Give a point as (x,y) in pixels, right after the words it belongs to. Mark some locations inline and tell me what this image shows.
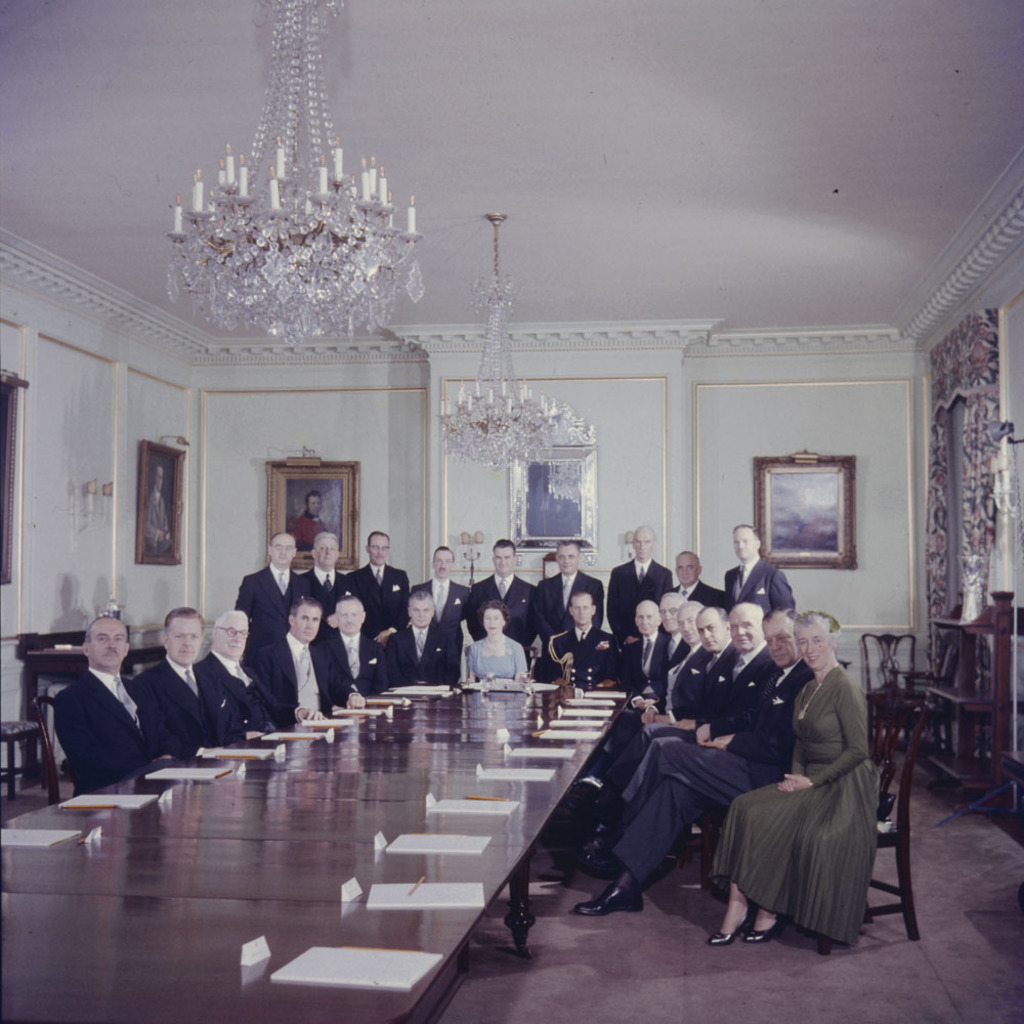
This picture is taken in a room (400,893). Towards the left (64,926) there is a table (411,725), on the table (429,921) there are papers (452,836) and boards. Around the table (294,840) there are group of people (693,579) sitting and standing. Towards the right (815,698) there is a woman (829,709), she is wearing a green dress (828,846). In the background (638,398) there is a wall (131,398), to the wall (419,424) there are frames (161,462) attached to it.
